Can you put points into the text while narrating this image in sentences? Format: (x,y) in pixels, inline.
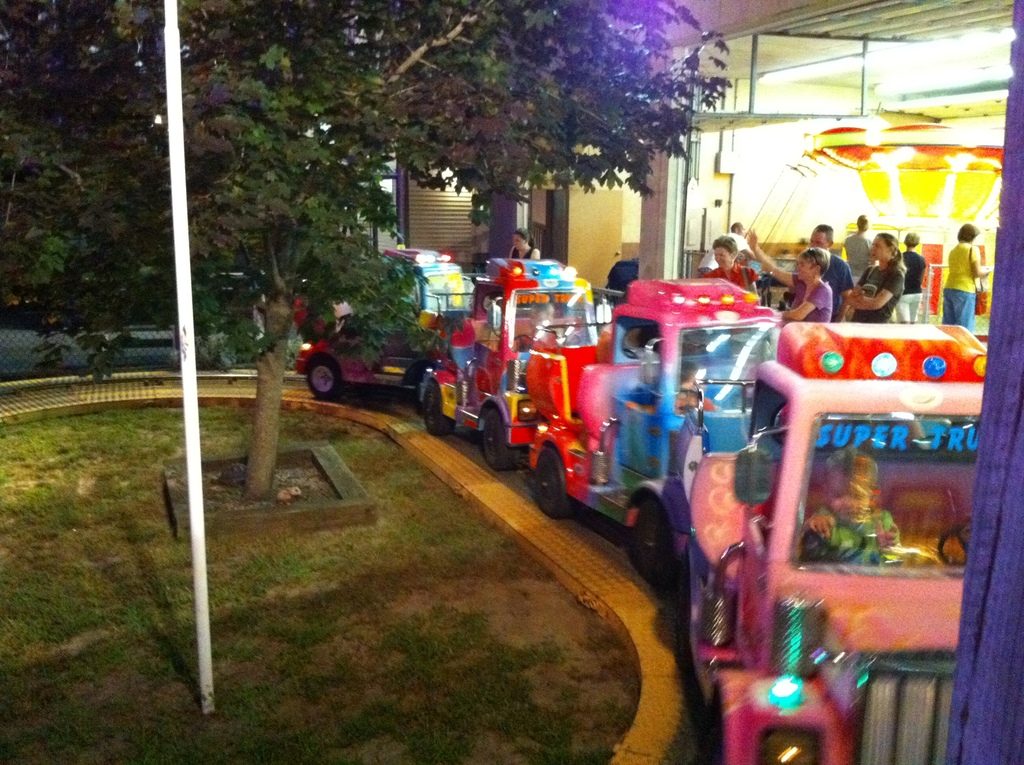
In this image there are kiddie ride trucks (666,457) on a track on the left side (284,317) there is a tree (197,336) and a pole (199,621), in the background (884,285) there are people (921,278) standing and there is a ride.
